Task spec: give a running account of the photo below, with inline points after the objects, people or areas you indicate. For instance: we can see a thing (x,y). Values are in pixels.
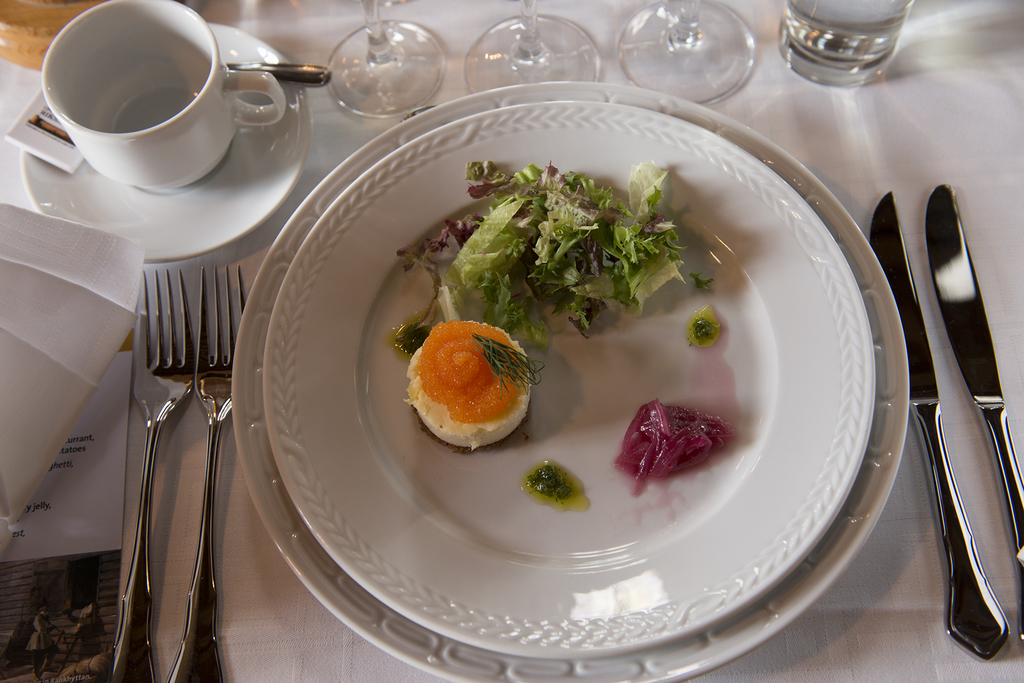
In the picture there are some food items (455,331) served on a plate (386,270) and beside the plate (269,292) there are knives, forks (196,611), cup (135,129) and saucer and few glasses (653,39).
